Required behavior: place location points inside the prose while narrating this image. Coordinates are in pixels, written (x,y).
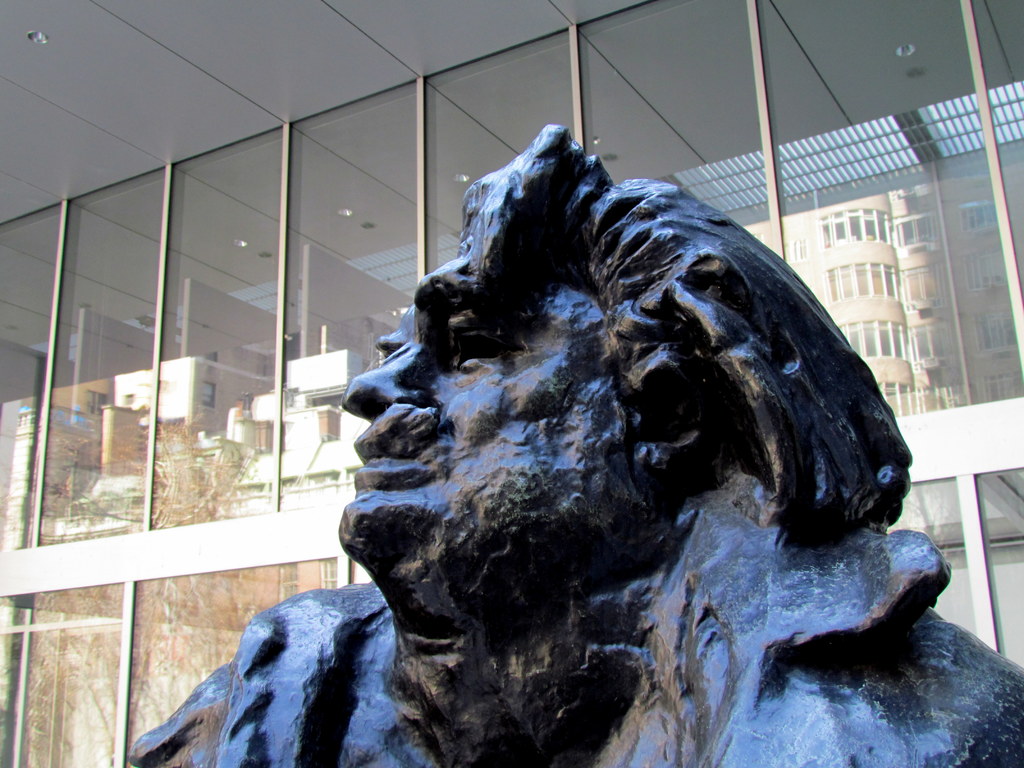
In the foreground (588,388) there is a sculpture (531,442). In the background (262,365) there are glass windows (704,168). In the windows (214,334) we can see the reflection (745,198) of buildings (842,312) and trees (112,635). At the top (161,82) it is the ceiling (247,83).
